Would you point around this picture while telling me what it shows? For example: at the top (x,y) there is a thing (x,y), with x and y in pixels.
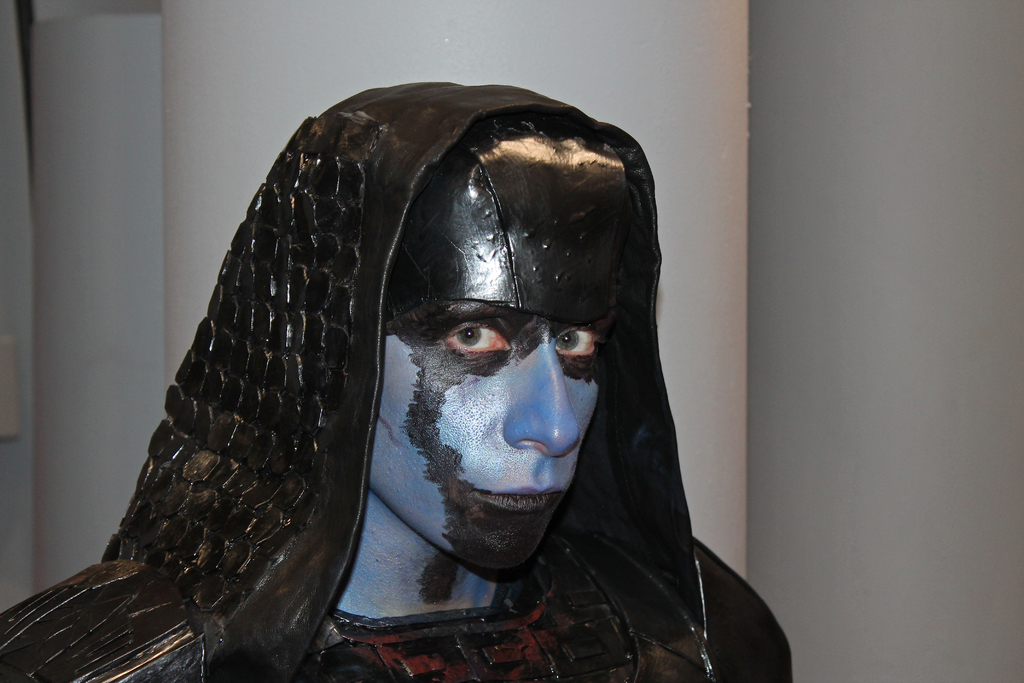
This image consists of a man (380,474) in the center (439,440). In the background (150,140) there is a wall (763,141) which is white in colour.
